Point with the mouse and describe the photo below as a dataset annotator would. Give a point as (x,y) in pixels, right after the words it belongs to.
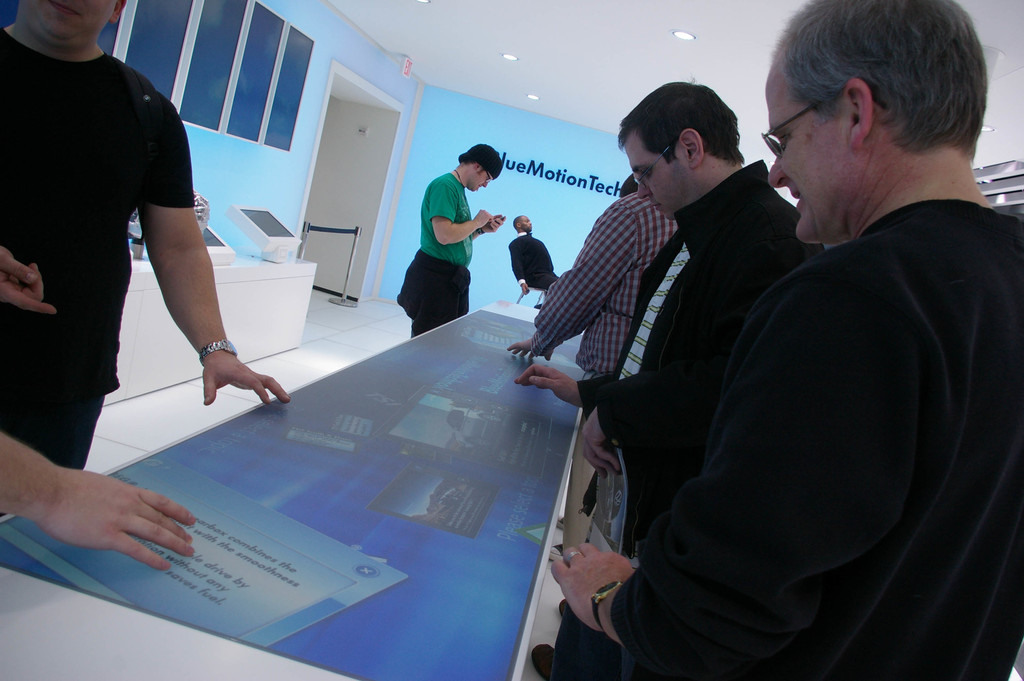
In this image I can see few persons (785,390) wearing black color dress (701,375) are standing and I can see a table (252,605) in between them which is white, blue and black in color. In the background (417,209) I can see few other persons (542,280) standing, the blue colored wall (444,158), the white colored floor (353,324), the white colored ceiling (563,82) and few lights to the ceiling (549,37).
